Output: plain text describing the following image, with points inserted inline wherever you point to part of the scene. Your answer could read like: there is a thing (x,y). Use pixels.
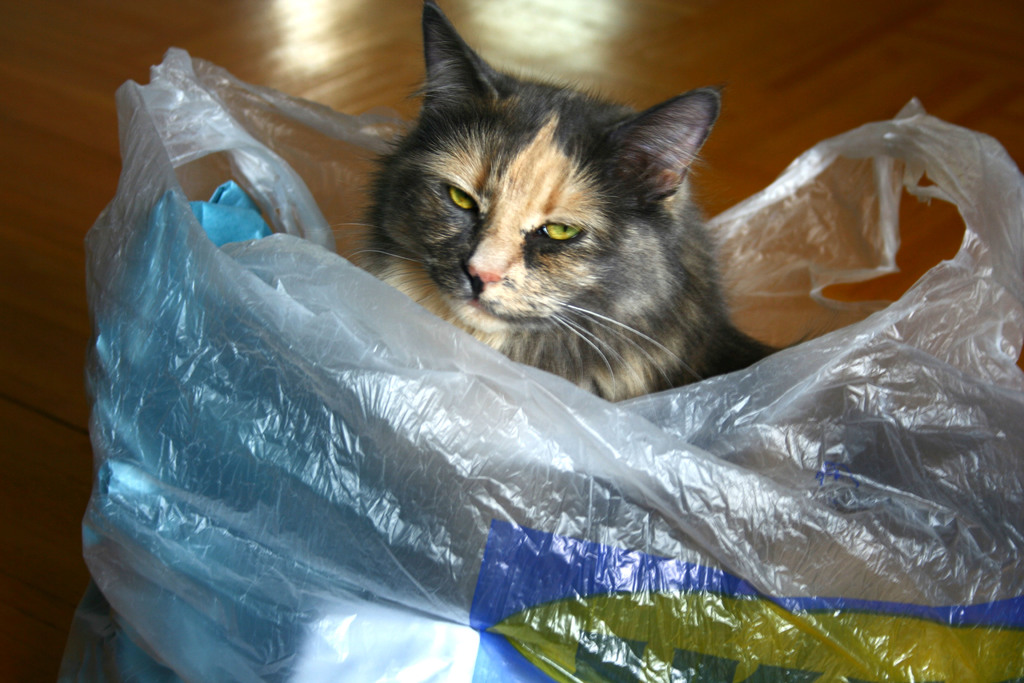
In this image there is a cat (559,242) inside the cover (604,479). Background (866,57) there is a floor (816,95).
